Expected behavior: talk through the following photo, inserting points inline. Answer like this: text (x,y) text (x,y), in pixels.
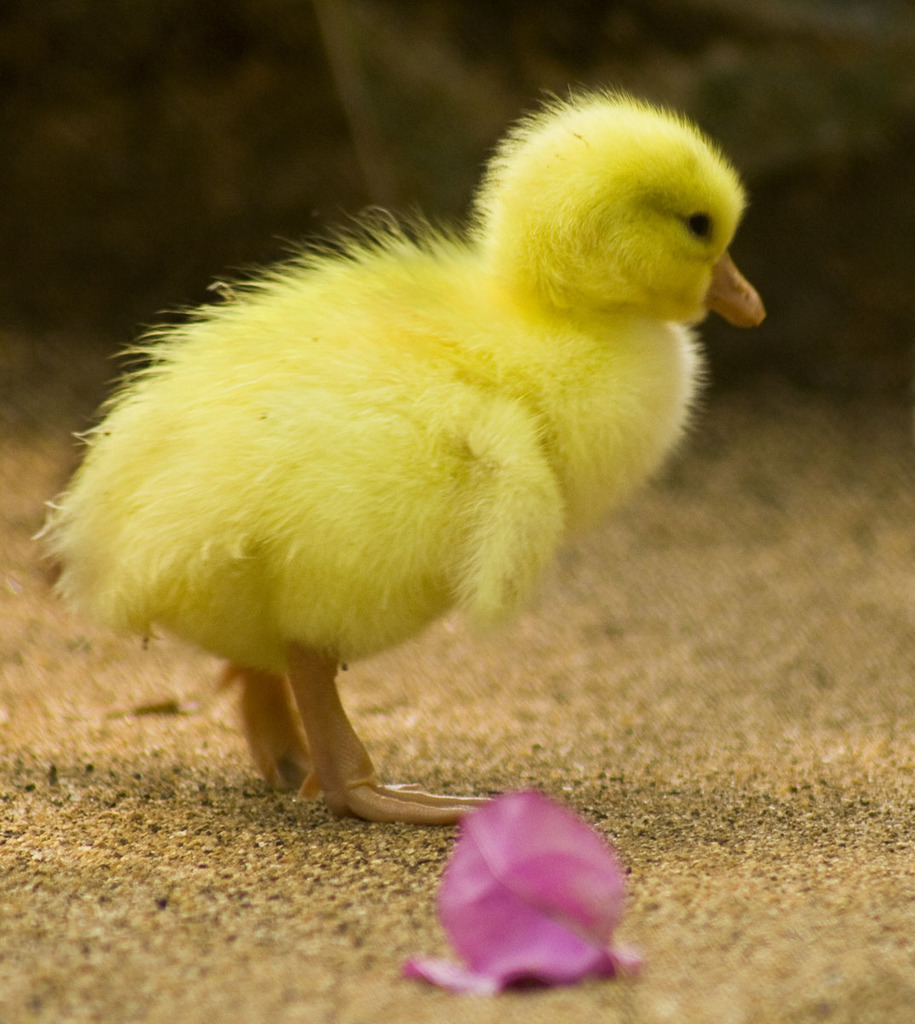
In the foreground (144,482) I can see a yellow color duckling (144,482) on the ground (739,532) and a flower (549,909). This image is taken during a day.
